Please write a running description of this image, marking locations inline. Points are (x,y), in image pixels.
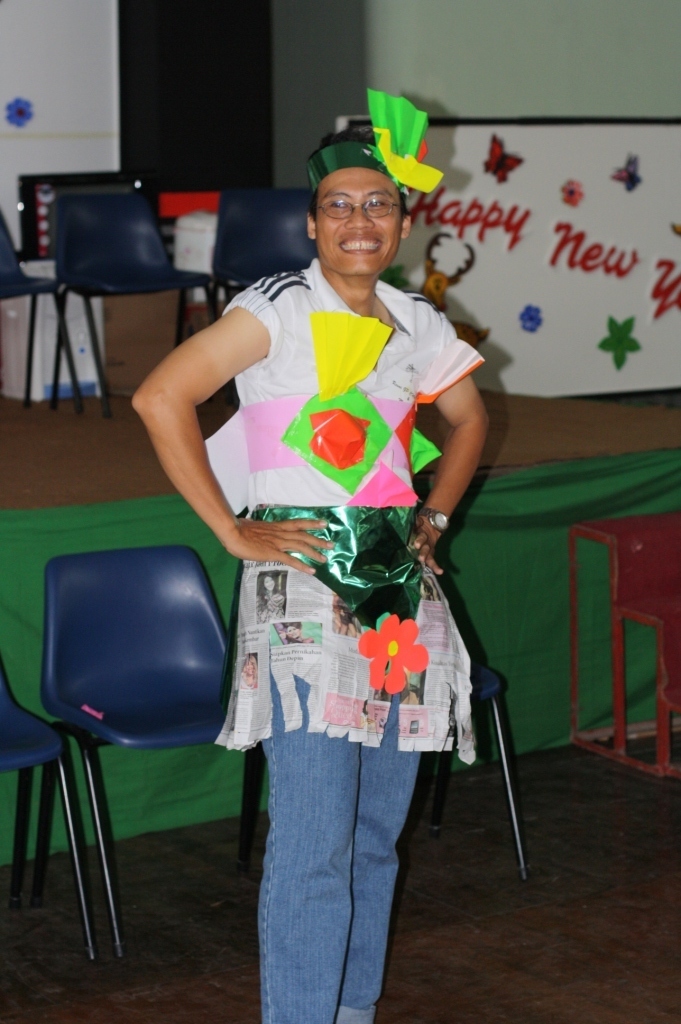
In this image we can see a man (368,406) smiling and standing on the floor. In the background (175,310) there are chairs (125,253), cardboard cartons (149,307), decor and walls (478,87).
